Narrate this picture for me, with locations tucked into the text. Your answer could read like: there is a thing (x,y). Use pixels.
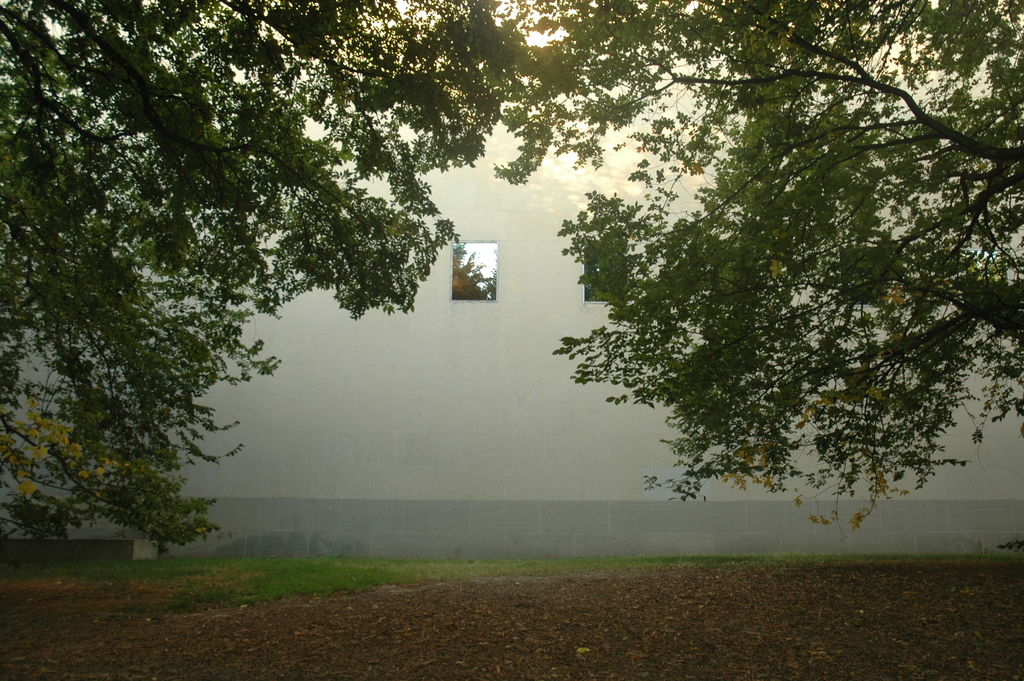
In this picture we can see trees (700,373), ground (464,607), grass (294,582), wall (417,461) and window (452,278), through window (475,279) we can see leaves (456,290) and sky (482,246).
